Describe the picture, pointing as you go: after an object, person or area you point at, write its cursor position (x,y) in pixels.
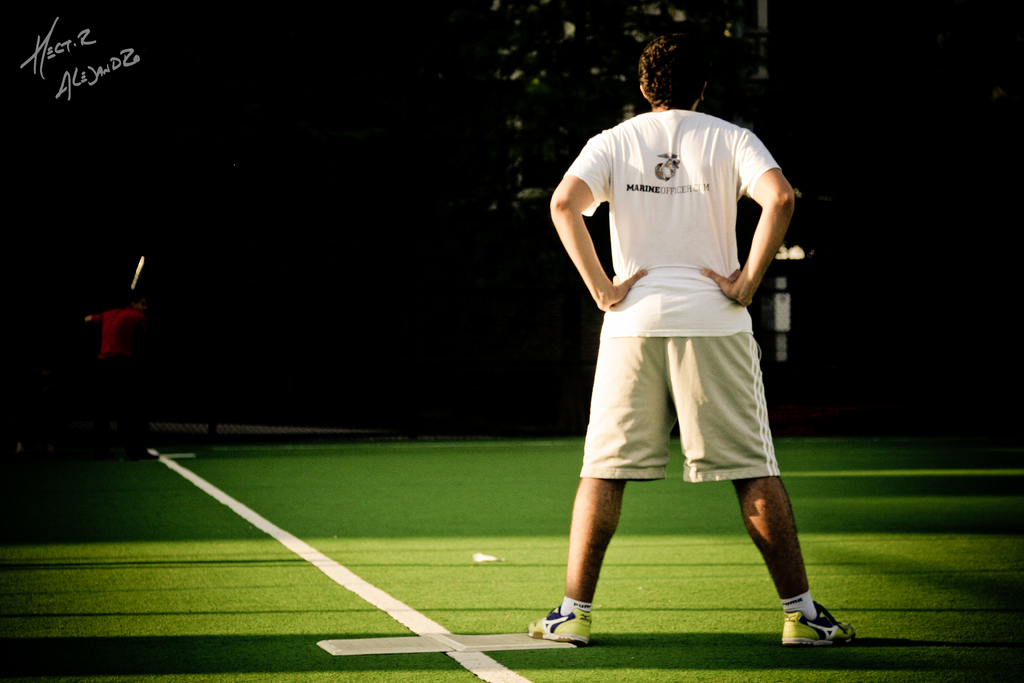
This image is taken outdoors. At the bottom of the image (147,608) there is a ground (434,557) with grass (721,617) on it. In this image the background (234,394) is dark. In the middle of the image (615,332) a man (706,409) is standing on the ground (623,561).
